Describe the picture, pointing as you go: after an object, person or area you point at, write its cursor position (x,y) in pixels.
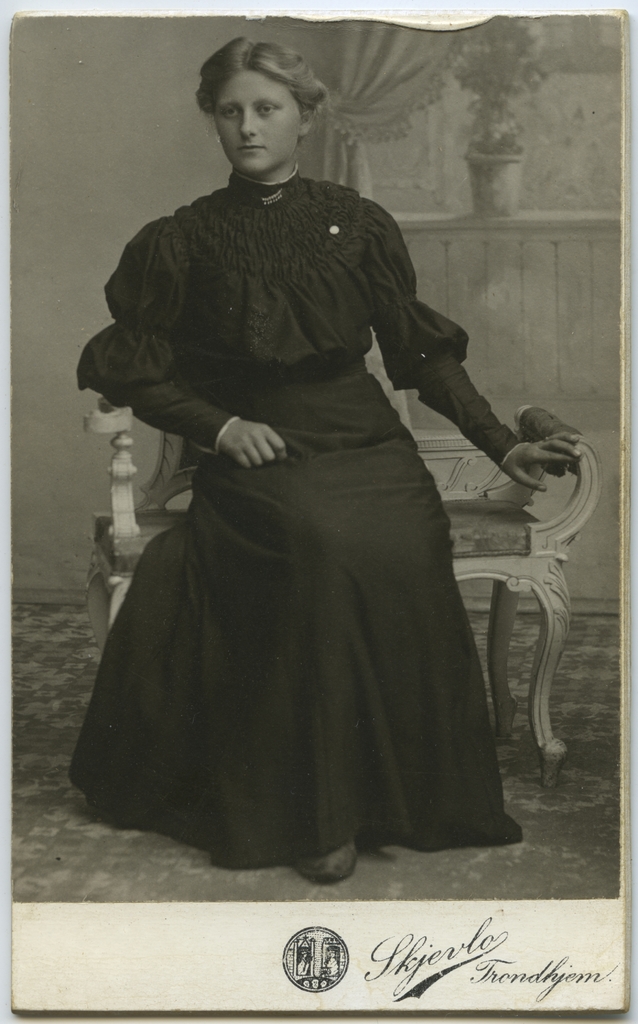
In this image I can see an old photograph of a woman (284,506) wearing black color dress (261,579) is sitting on a chair (482,497). I can see the wall (152,102), the curtain (349,110) and a flower pot (486,139) on the window (540,180). I can see something is written to the bottom of the image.
